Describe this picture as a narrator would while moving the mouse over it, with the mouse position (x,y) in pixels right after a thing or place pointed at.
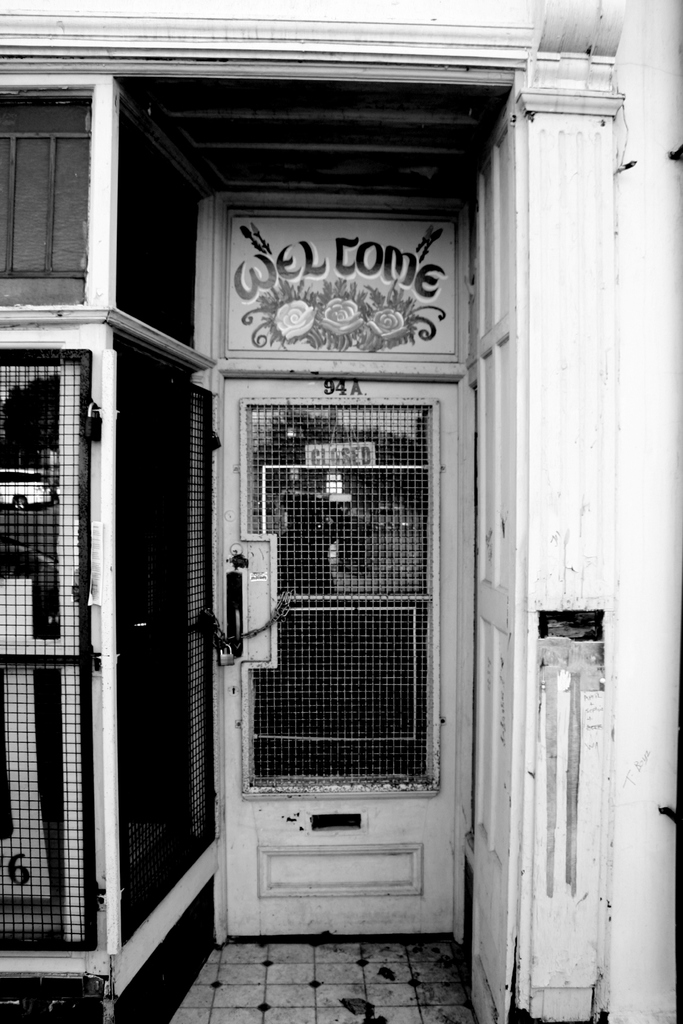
This is a black and white image. In this image we can see a door (428,615) of a building (87,912) with some text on it, a board (436,344), a grill (334,510) and a lock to it.
